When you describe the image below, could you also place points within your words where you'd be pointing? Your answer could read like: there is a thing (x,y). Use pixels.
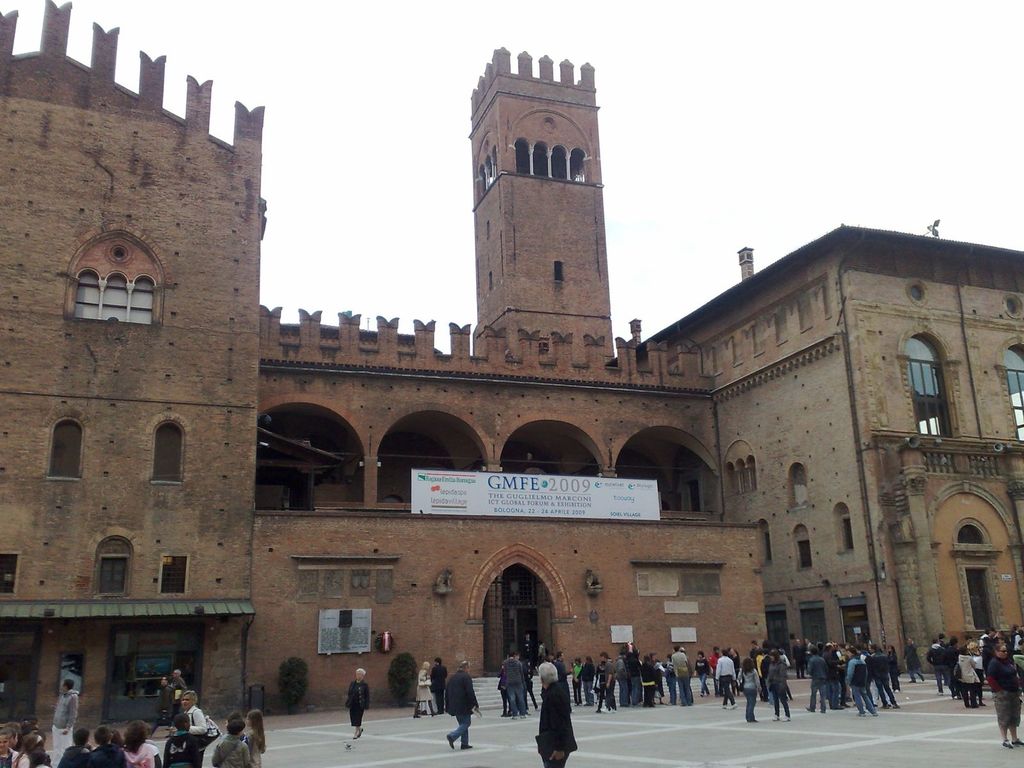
In this picture I can see buildings (387,399) and a white color board (511,504). I can also see people (719,694) standing on the ground (901,683). Here I can see trees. In the background (473,221) I can see the sky (623,296).
